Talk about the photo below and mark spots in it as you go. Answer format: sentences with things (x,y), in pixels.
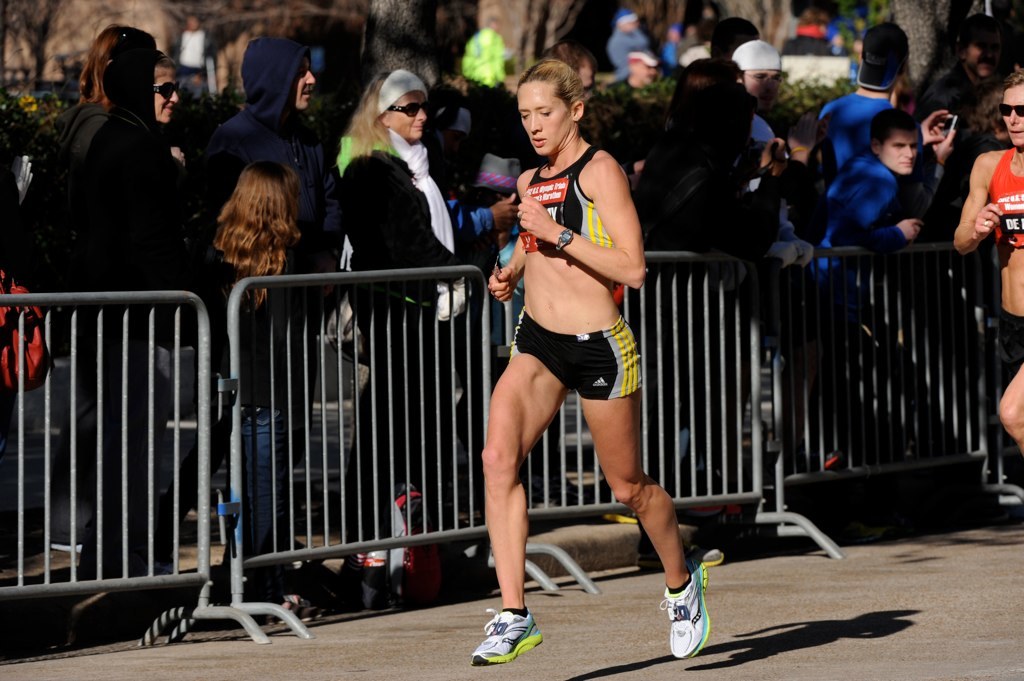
In this image we can see two women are running on the road (715,607). In the background (468,445) we can see railing (981,462), people (393,98), plants (659,102), and trees (361,46).
